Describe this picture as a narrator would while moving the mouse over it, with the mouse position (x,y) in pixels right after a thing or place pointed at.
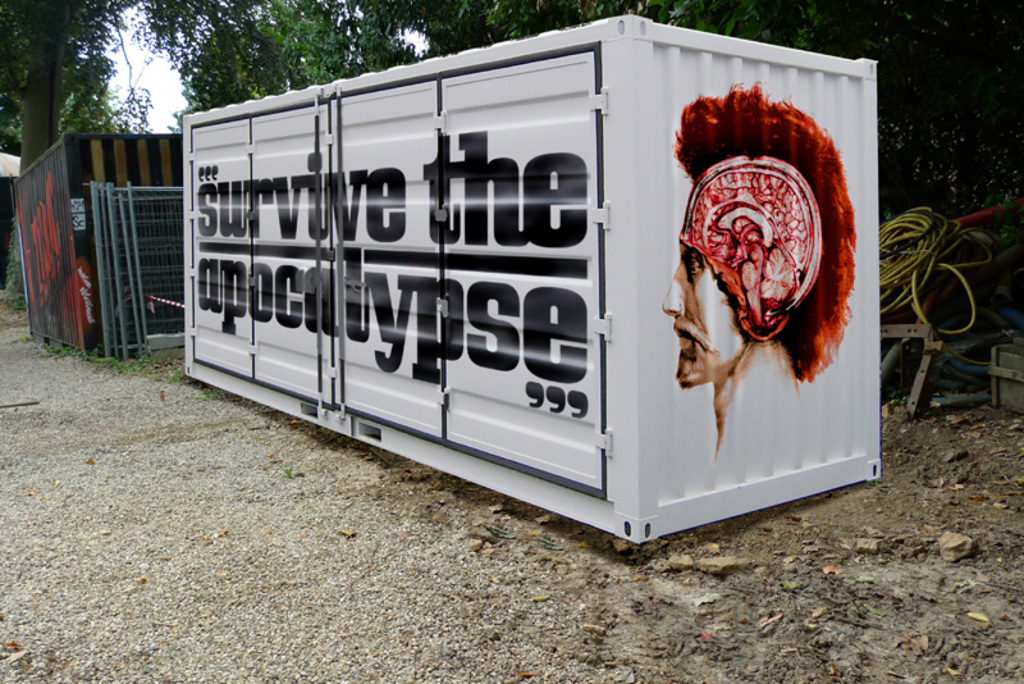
In this image, we can see containers (187,202). There is a cable (914,274) on the right side of the image (921,259). There are trees (318,38) at the top of the image (803,26). There are metal frames (156,255) on the left side of the image (113,245).
